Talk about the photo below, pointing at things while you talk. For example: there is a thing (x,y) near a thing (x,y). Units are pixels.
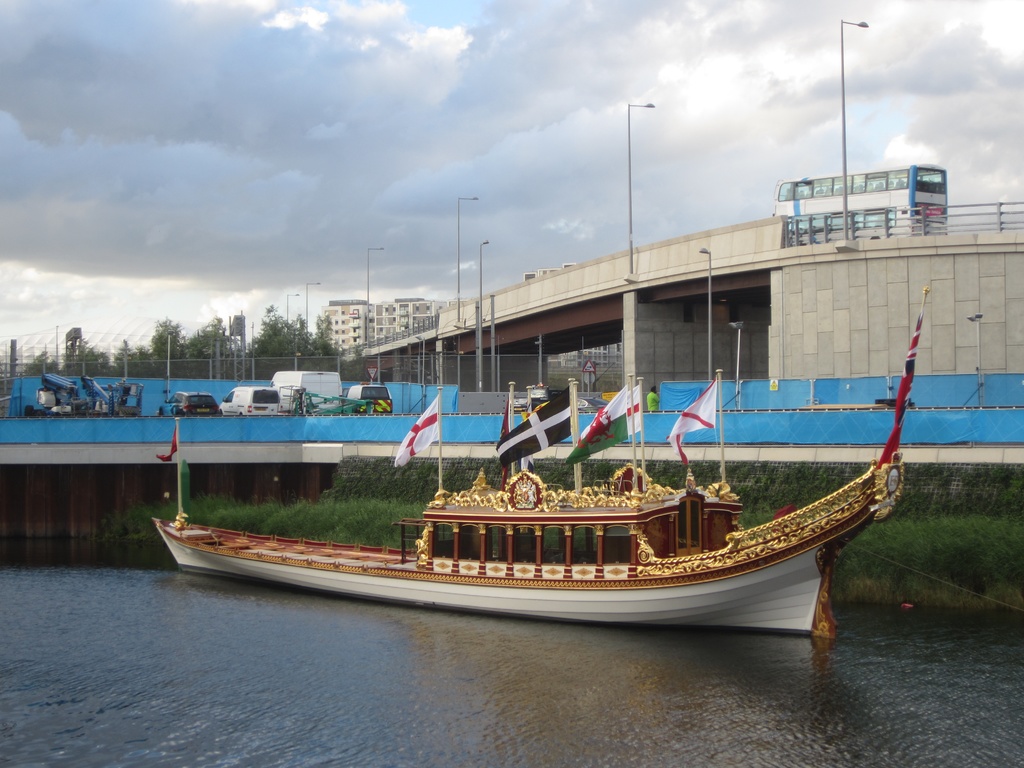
In this picture we can see a boat (463,573) on the water (859,631), flags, vehicles (238,414), fences (882,389), poles (459,297), buildings (361,327), trees (305,341) and a bus (809,211) on a bridge (700,239) and in the background (569,90) we can see the sky (501,209) with clouds (376,93).
